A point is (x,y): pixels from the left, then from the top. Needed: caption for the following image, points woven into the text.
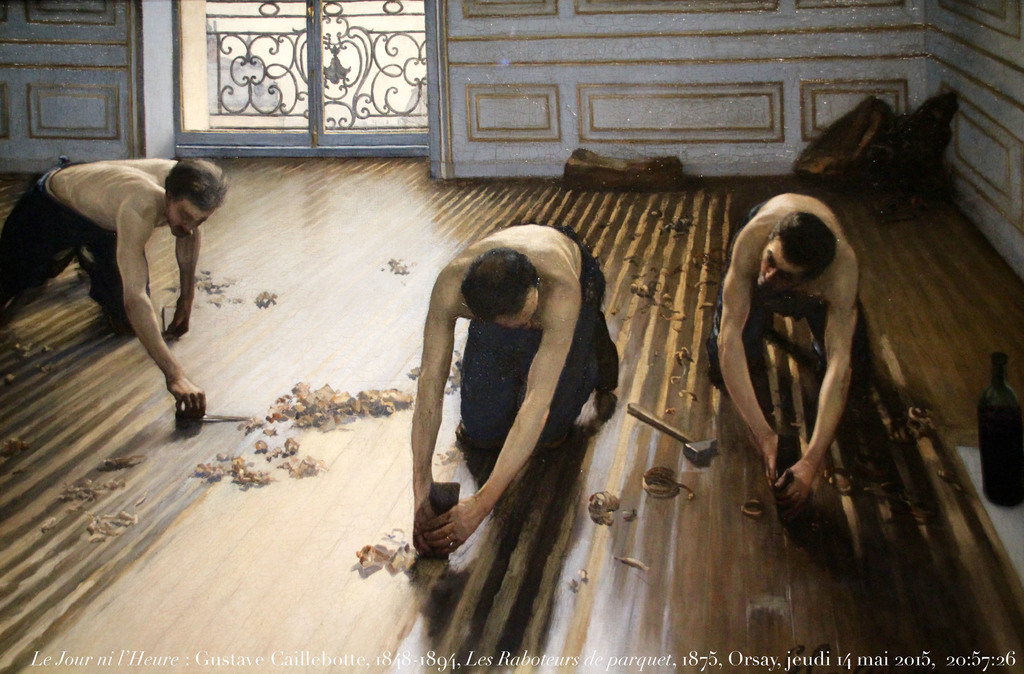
In this image we can see three people (444,304) doing carpentry. At the bottom (691,463) there are some tools (654,420) placed on the floor (569,559). In the background (572,53) there is a wall (560,35) and we can see a gate (320,117). On the right (883,139) there is a bottle (1014,403) and some bags (906,169) placed on the floor (915,339).
